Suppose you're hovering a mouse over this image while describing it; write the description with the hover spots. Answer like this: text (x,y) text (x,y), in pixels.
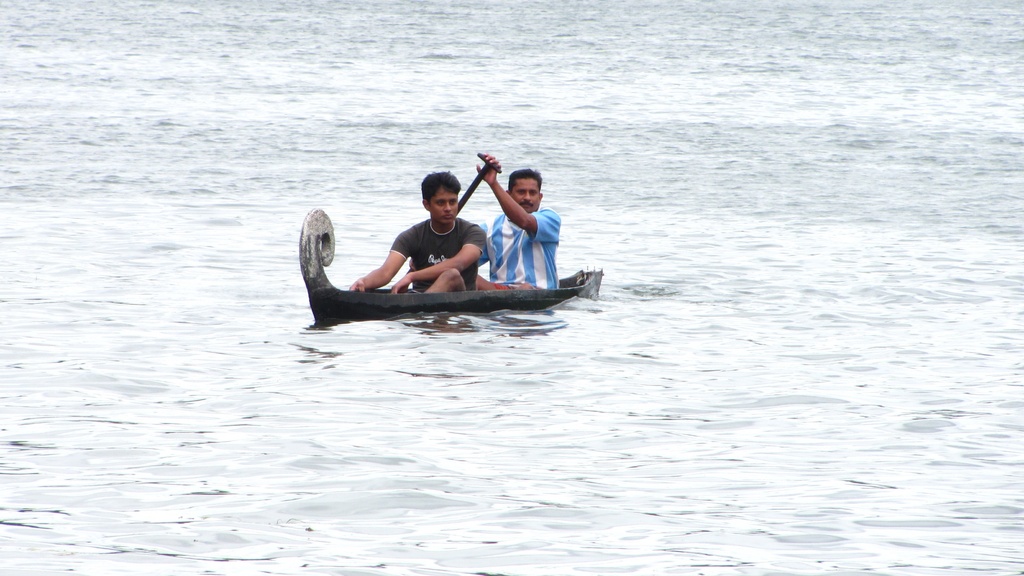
In the middle of this image (481,244) there are two men (457,267) sitting on a boat (504,291). One man (500,239) is holding a paddle (470,197) in the hands (490,162). Here I can see the water (196,312).
